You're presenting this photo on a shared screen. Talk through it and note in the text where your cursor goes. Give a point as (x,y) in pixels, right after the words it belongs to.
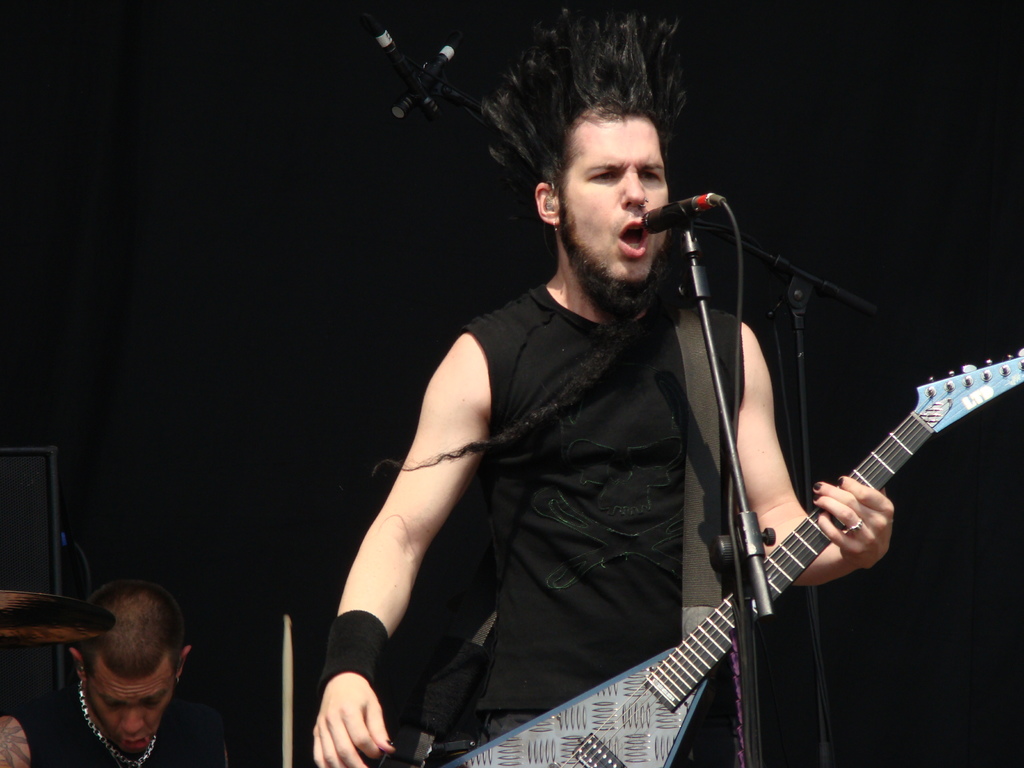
In this picture there is a man (634,296) singing in front of the microphone (682,211) and standing, holding a guitar (708,627) in his hands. In the background (151,666) there is another man (134,687) sitting here.
